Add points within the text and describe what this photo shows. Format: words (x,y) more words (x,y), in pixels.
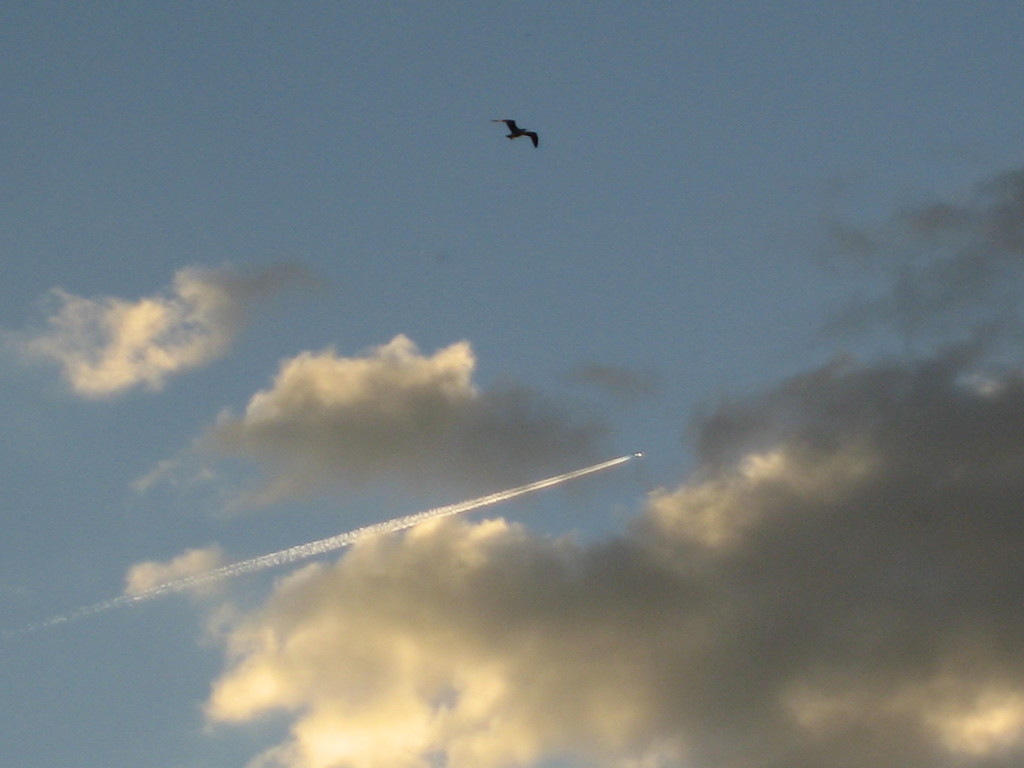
In this image we can see a bird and an aircraft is flying in the air (533,503). In the background (611,370), we can see the sky (718,236) with clouds (645,655).
